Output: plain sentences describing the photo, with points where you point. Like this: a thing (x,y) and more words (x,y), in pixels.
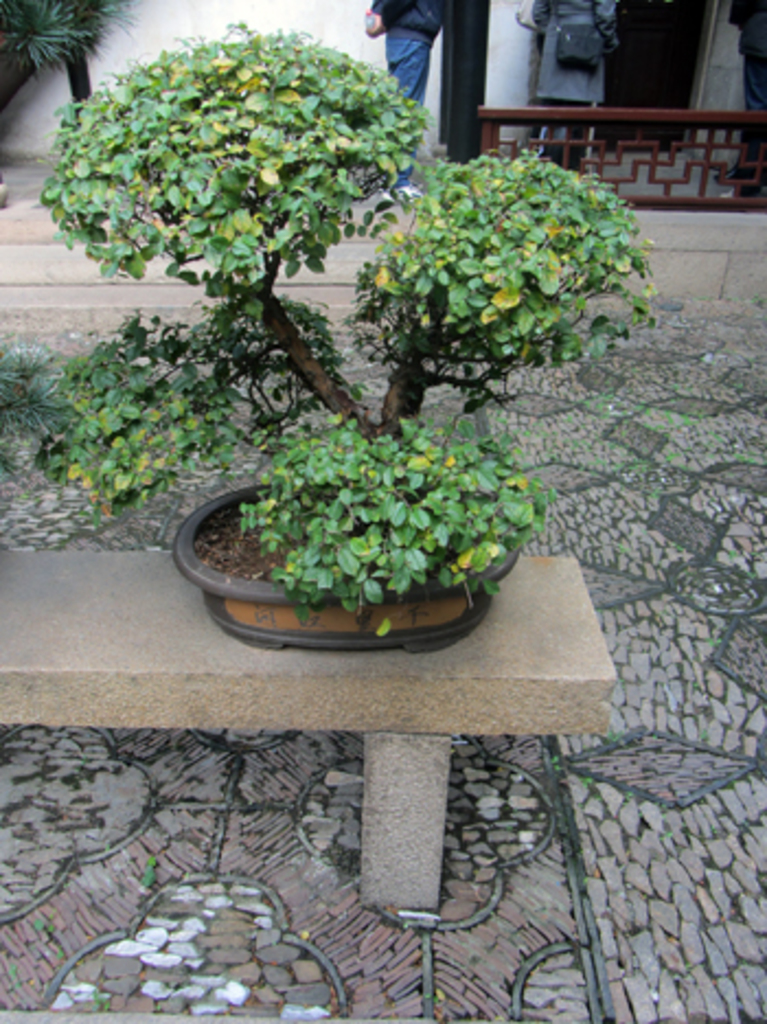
In this image we can see the plant (367,542) on the bench (337,657) which is on the surface (565,923). In the background (118,35) we can see the wall (194,20), plants (31,69) and also the people (556,0) standing on the path (666,176). There is also the fence (551,140) and the entrance (694,31) to the room (674,46).
